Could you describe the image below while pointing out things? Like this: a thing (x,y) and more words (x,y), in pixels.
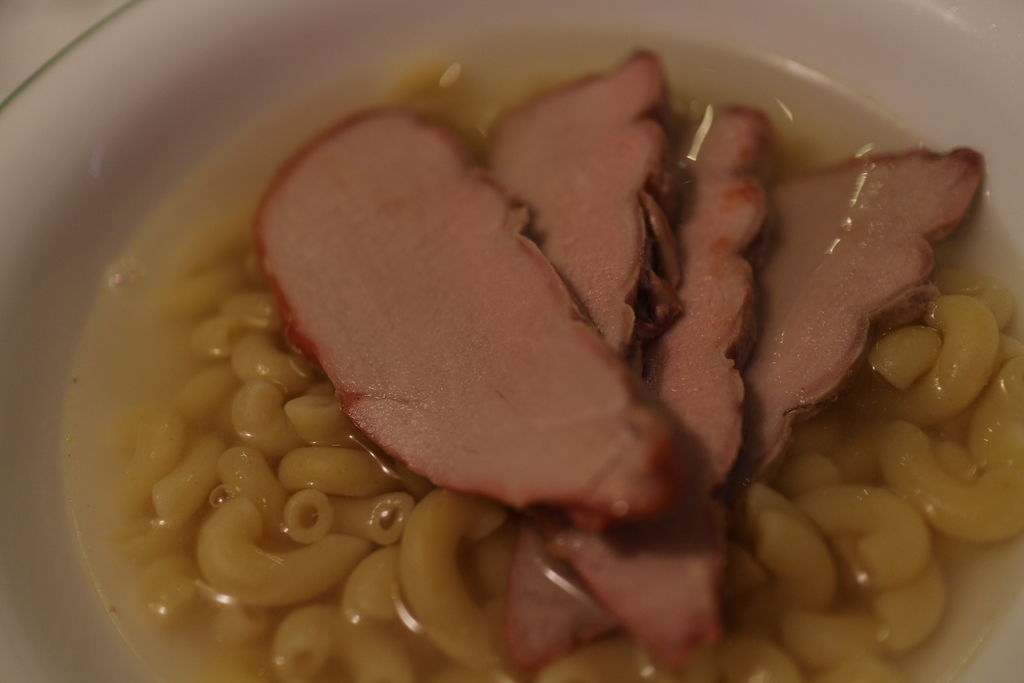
In this image I can see different types of food (676,368). I can see colour of this food (569,407) are brown and yellow.
